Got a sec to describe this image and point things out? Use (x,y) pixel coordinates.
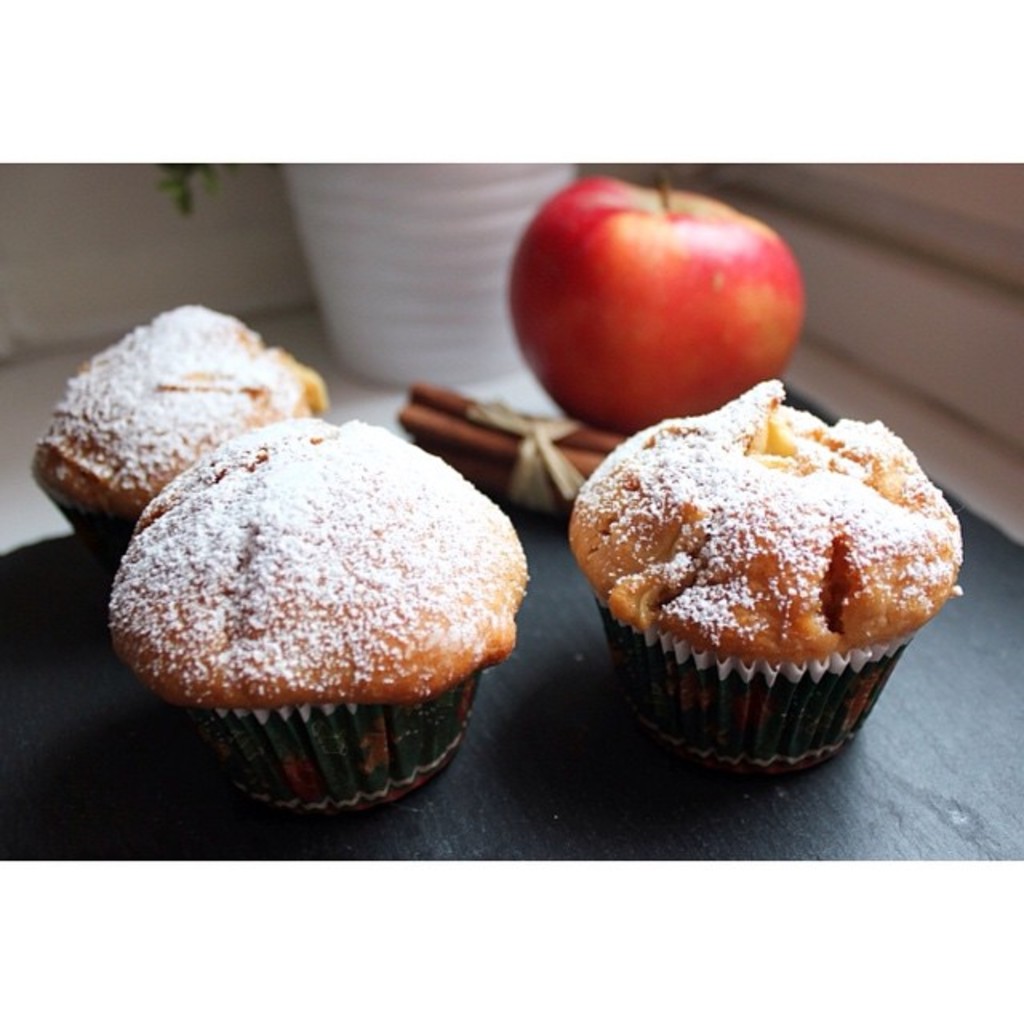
In this picture we can see cupcakes (461,641), apple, some objects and these all are placed on a platform (546,643) and in the background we can see a wall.
